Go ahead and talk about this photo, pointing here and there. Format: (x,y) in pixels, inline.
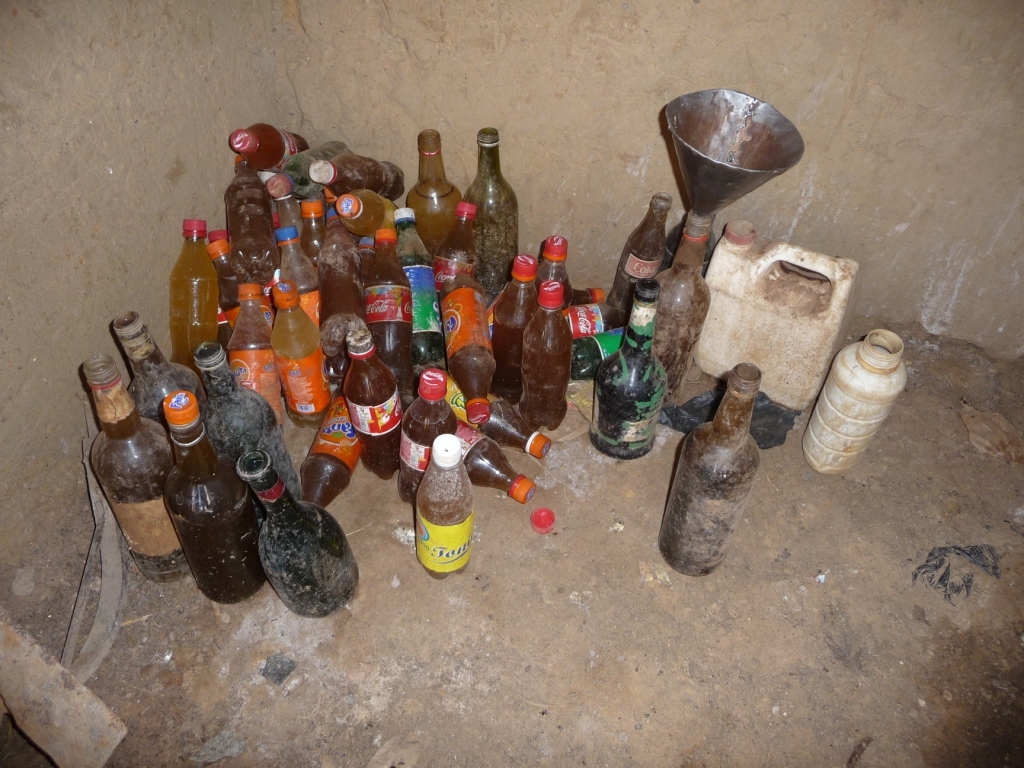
As we can see in the image there are many bottles (443,208) on ground (502,671).
